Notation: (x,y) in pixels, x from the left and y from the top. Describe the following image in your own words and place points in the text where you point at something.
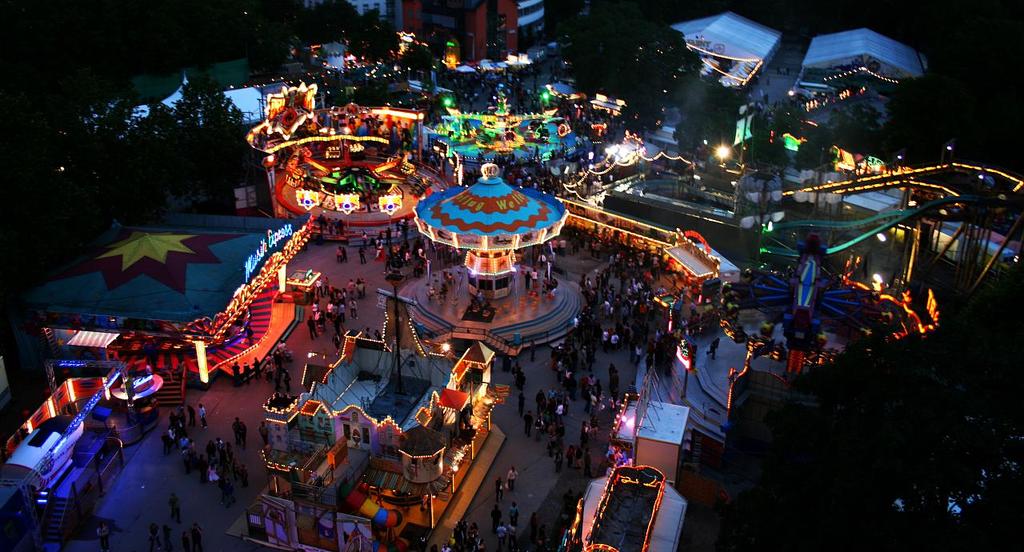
In this image there are a group of people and some tents (865,45), houses (454,375), buildings (308,425), lights (628,482) and some playing things (485,324), stairs (495,334), boards (76,382), trees (111,145), poles (979,283) and some other objects (70,461). At the bottom (238,416) there is a walkway (195,497).
